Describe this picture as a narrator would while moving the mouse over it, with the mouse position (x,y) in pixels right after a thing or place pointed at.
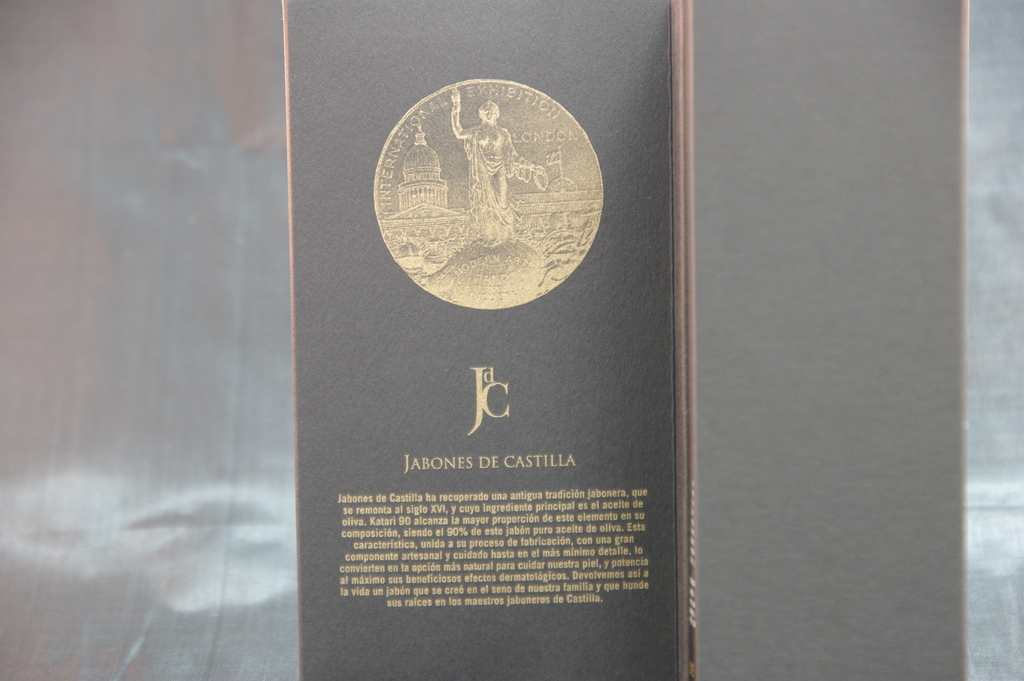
In the middle of the picture (503,339), we see a black color thing (473,406) which looks like a book (641,486). We see some text (485,571) written on it. We even see the sticker (463,197) of a statue (483,143). In the background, it is grey in color.
